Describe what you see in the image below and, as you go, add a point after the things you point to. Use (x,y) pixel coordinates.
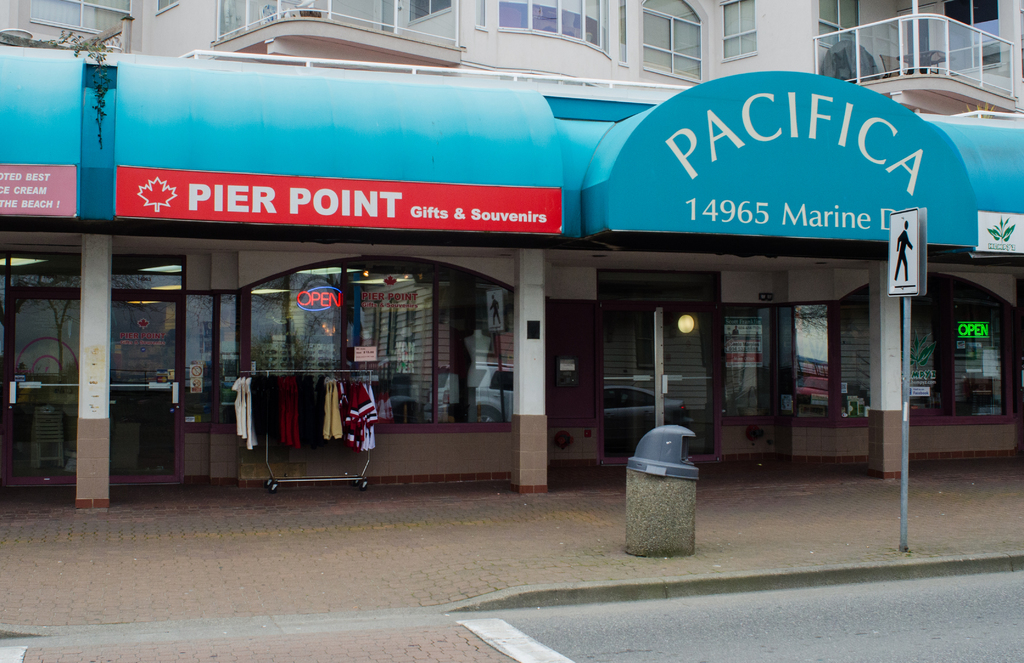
In this image there is a stand (307,428) having few clothes (322,409) hanged to it. There is a pole (905,521) having a board (911,251) attached to it is on the pavement (809,475). Behind there is a building (510,246) having name board (532,192) attached to the wall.
